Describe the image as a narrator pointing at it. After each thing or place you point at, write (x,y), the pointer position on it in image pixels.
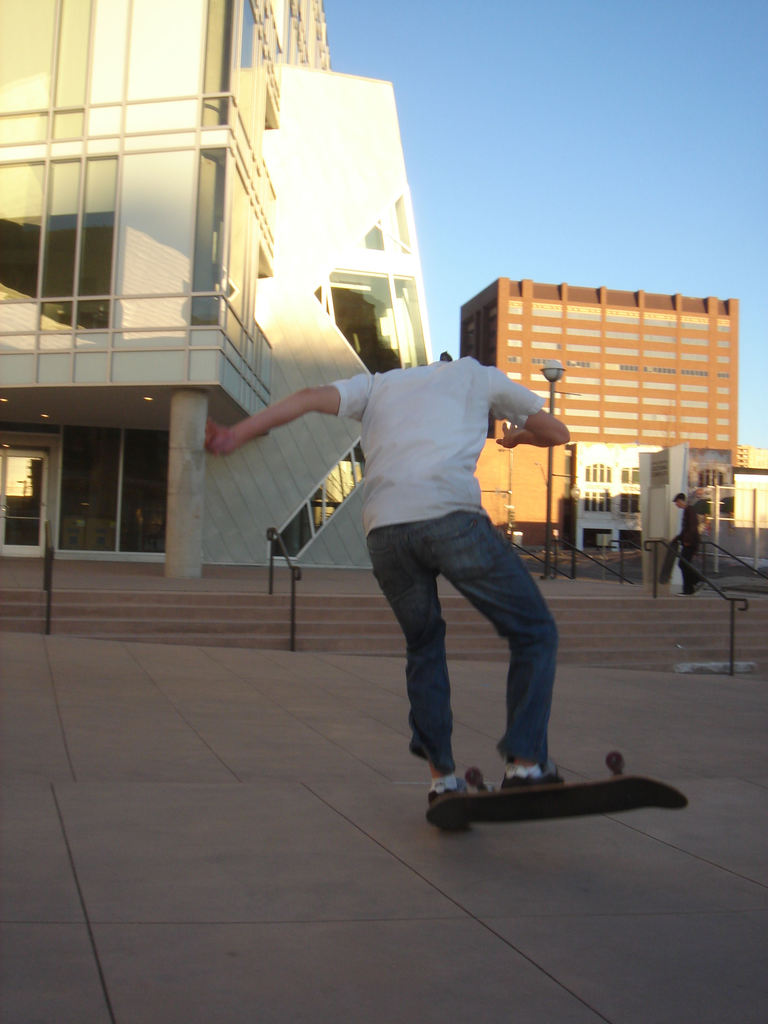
In this picture there is a person (522,777) skating. At the back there is a person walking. There are buildings (108,450) and poles (550,475) and handrails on the staircase (582,635). At the top (606,222) there is sky (606,222).
